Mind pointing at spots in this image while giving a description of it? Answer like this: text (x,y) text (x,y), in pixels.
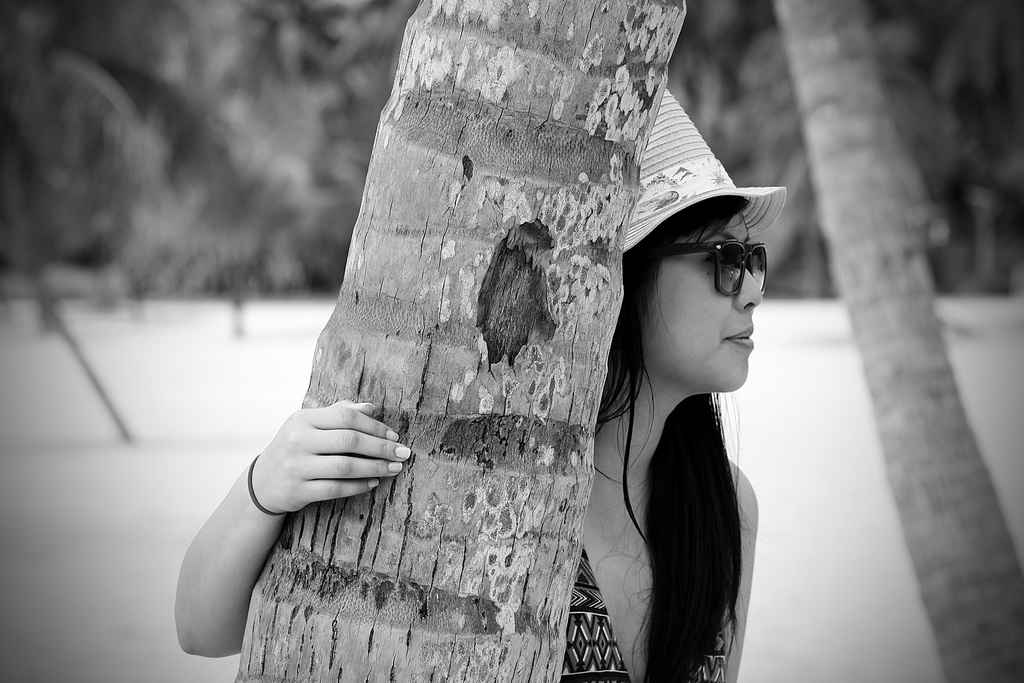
This is a black and white image where I can see a woman (658,462) wearing a dress (584,642), glasses (739,247) and hat (746,188) is standing beside the tree trunk (529,566) and the background of the image (7,167) is slightly blurred, where I can see trees (953,95).
